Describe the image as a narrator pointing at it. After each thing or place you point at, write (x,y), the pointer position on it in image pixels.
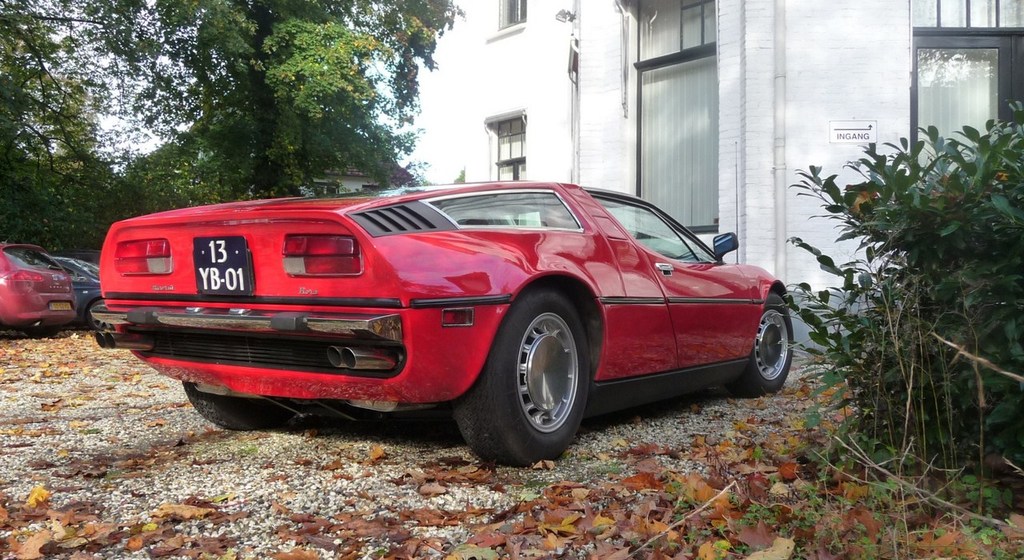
In this image we can see the vehicles (294,324), trees (204,88), building (562,97) and also the house (367,184). We can also see the plants (918,344), dried leaves (769,550) and also the stones (157,493). Sky (427,140) is also visible in this image.
